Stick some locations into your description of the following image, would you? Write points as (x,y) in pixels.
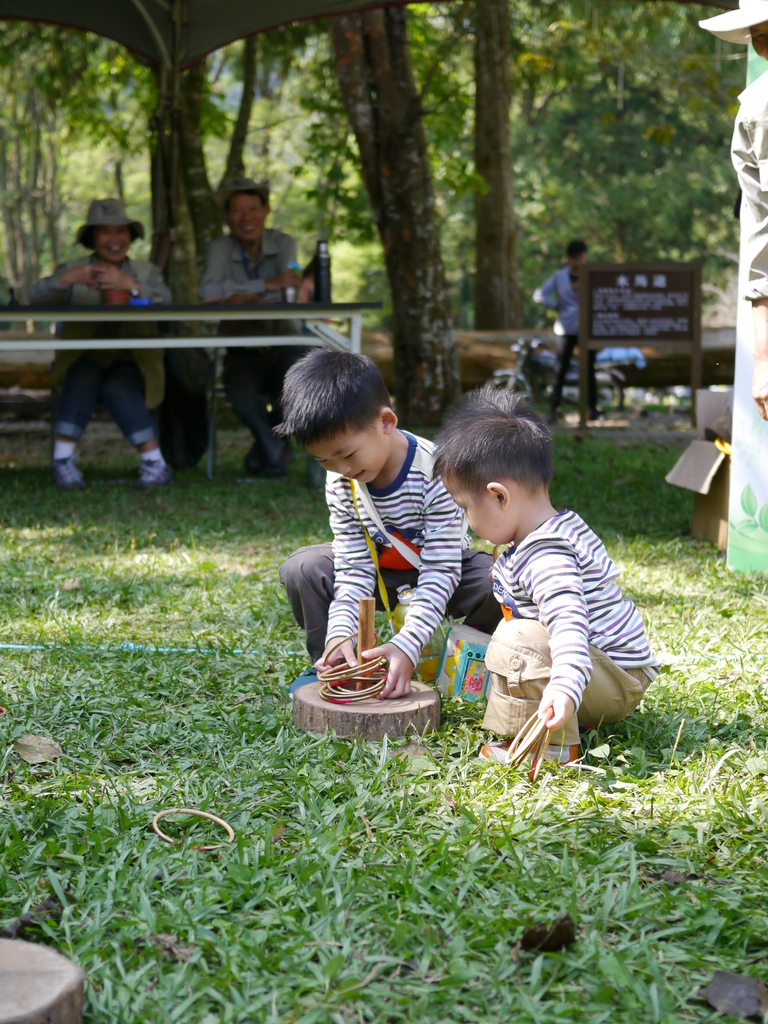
In the picture I can see people (418,544), among them two kids (505,622) are crouching on the ground (462,722). In the background (110,462) I can see the grass (297,648), trees (178,303), a board (612,337) and some other things (641,362). The background of the image (641,420) is blurred.
